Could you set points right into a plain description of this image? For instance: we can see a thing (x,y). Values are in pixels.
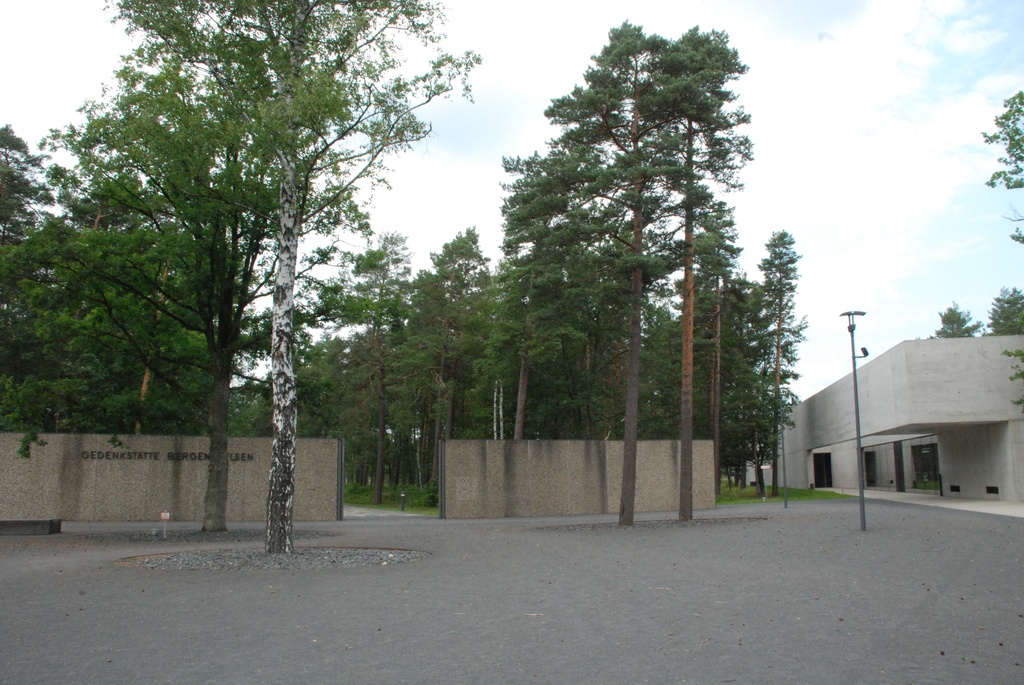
In this image in the front (194,315) there are trees (225,499) and there is a pole (860,484). In the background (875,455) there is a building (813,455) and there is a wall (162,484) and on the wall (185,471) there is some text (134,455) written on it and there are trees (651,364), there is grass (746,488) on the ground (746,503) and the sky (889,122) is cloudy.
